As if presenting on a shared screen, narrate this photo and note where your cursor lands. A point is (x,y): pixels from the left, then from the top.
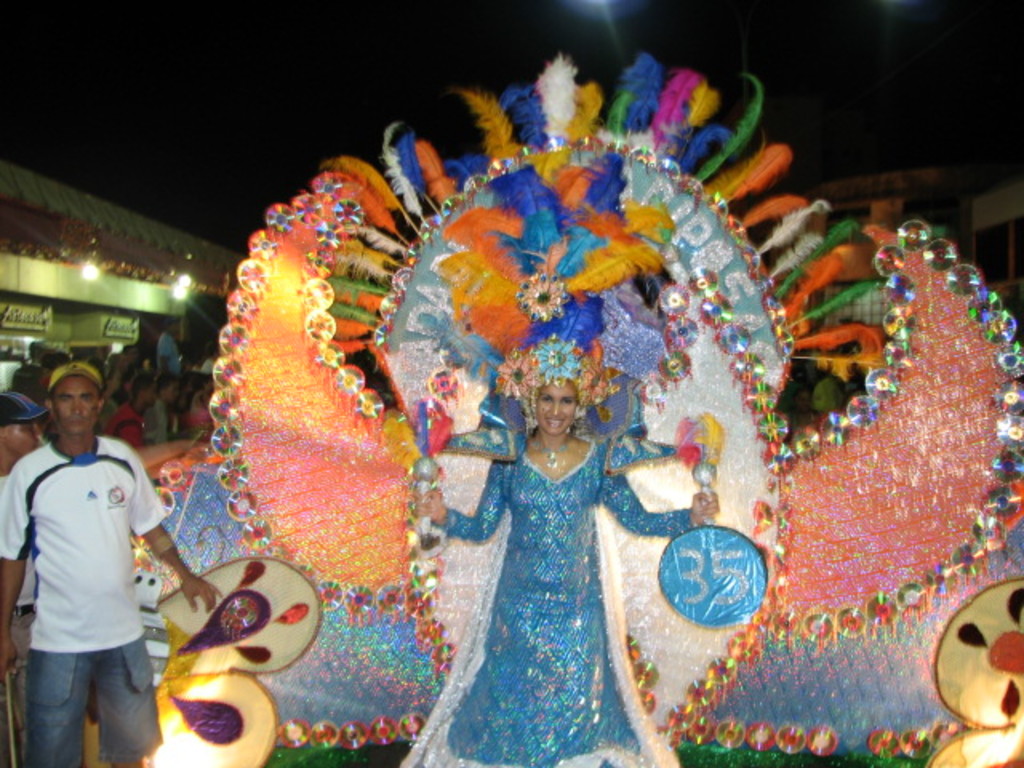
In this image, we can see a woman (561,586) standing and there are some people (96,607) standing, we can see some lights (87,264).
